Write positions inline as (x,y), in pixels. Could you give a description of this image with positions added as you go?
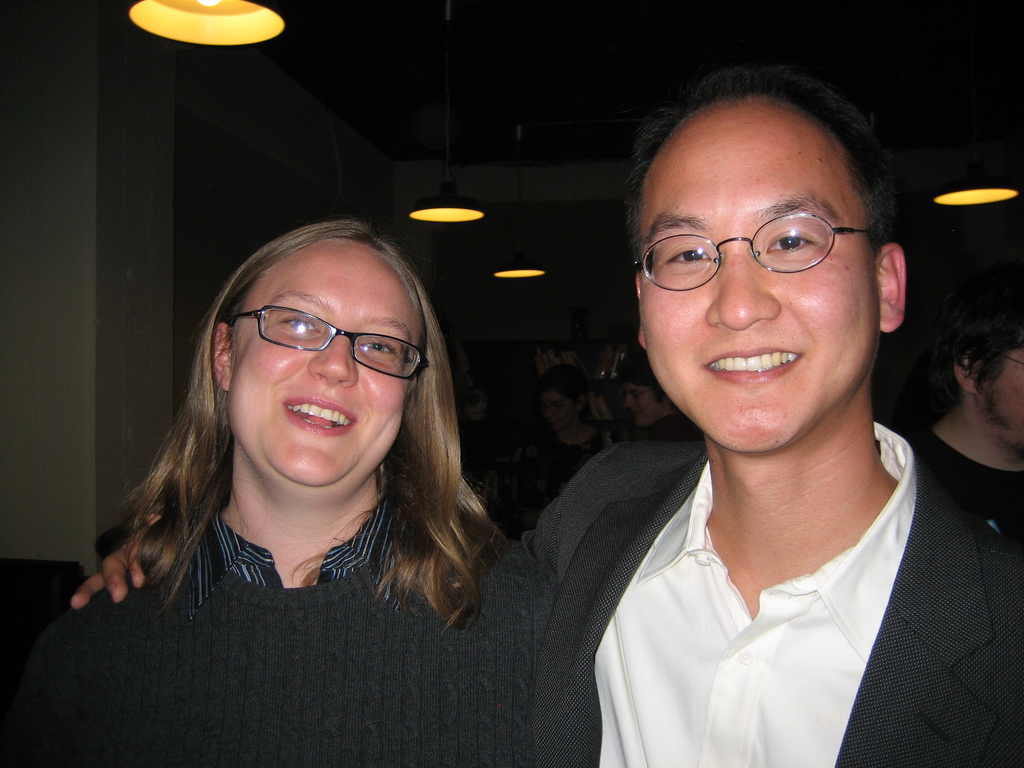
In this image there is a man (729,588) and women (311,659), both are wearing glasses (673,281), at the top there are lights (509,261).
